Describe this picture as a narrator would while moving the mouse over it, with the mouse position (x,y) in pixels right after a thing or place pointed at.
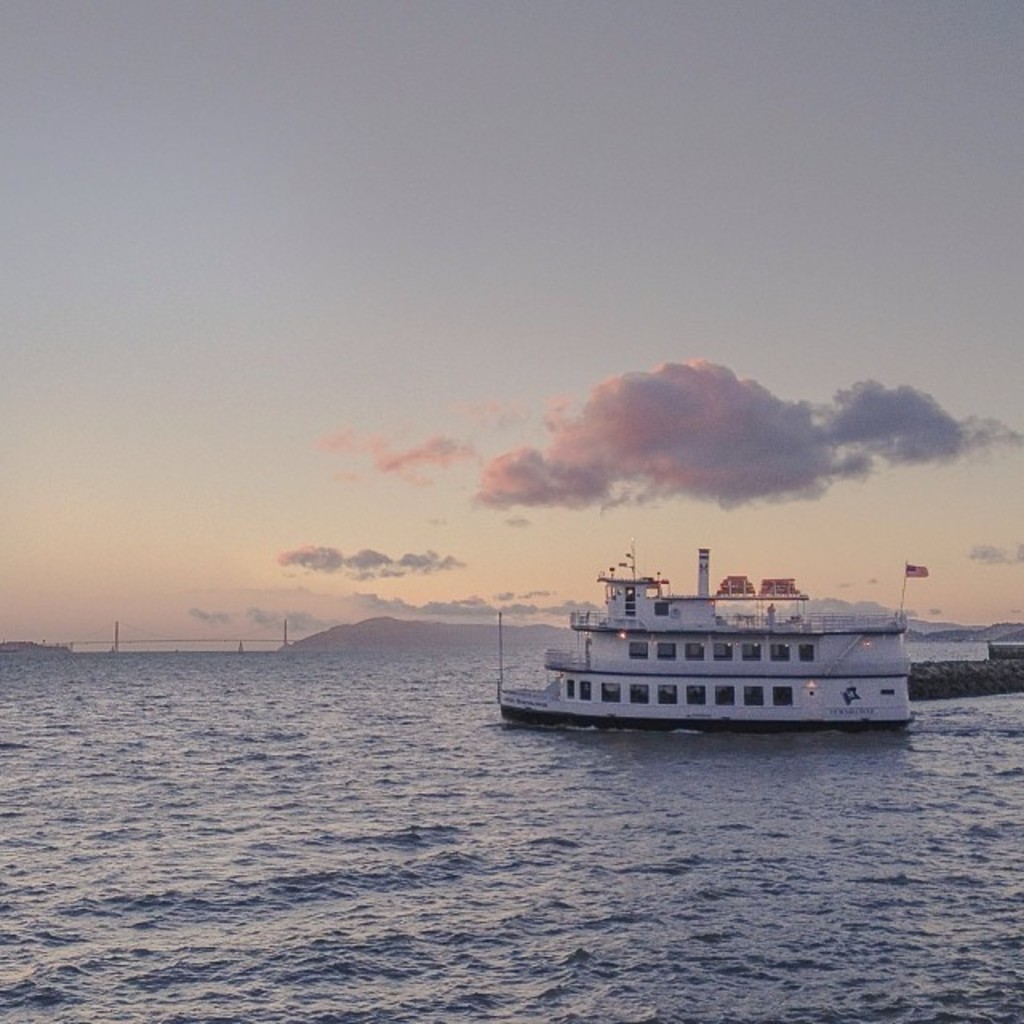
In this picture we can see a ship (620,715) on the water (556,889), flag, poles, some objects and in the background (365,417) we can see the sky (466,345) with clouds (508,487).
